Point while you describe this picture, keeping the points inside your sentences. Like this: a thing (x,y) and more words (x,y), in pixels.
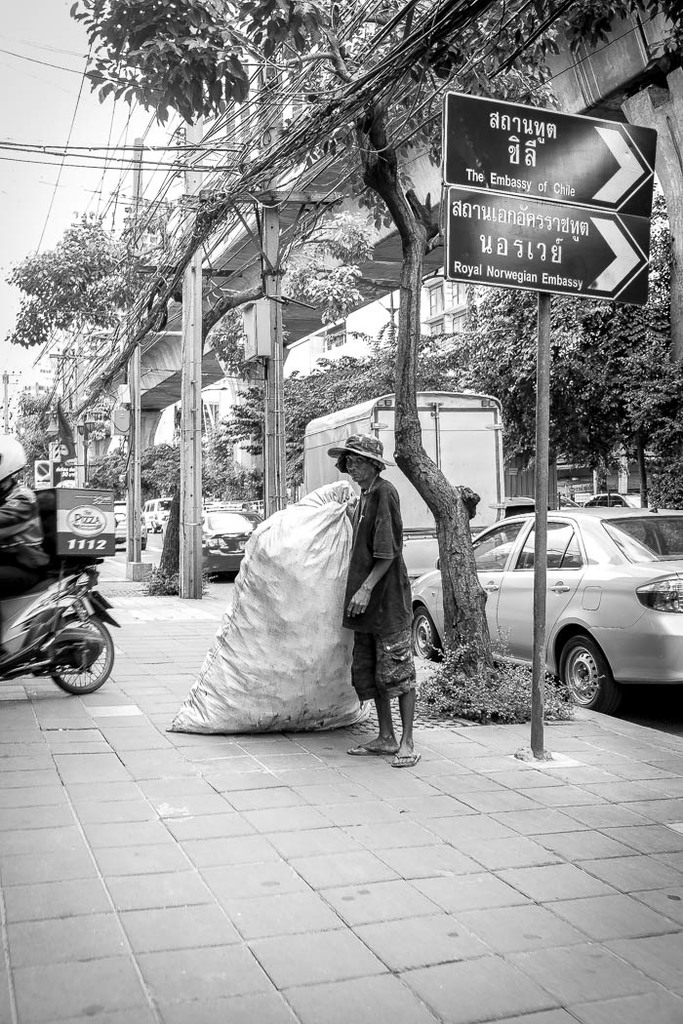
In this image I can see the black and white picture in which I can see the sidewalk (320,898), a person (381,690) standing on the sidewalk (396,708) holding a huge bag (264,636), a person (25,534) riding a motor bike (59,635), few trees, a pole (540,315) with two boards (537,235) attached to it, a bridge (162,345), few vehicles (611,645) on the road (634,688) and few electric poles (139,523). In the background (635,395) I can see few buildings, few trees (419,355), few wires (229,180) and the sky (3,86).
